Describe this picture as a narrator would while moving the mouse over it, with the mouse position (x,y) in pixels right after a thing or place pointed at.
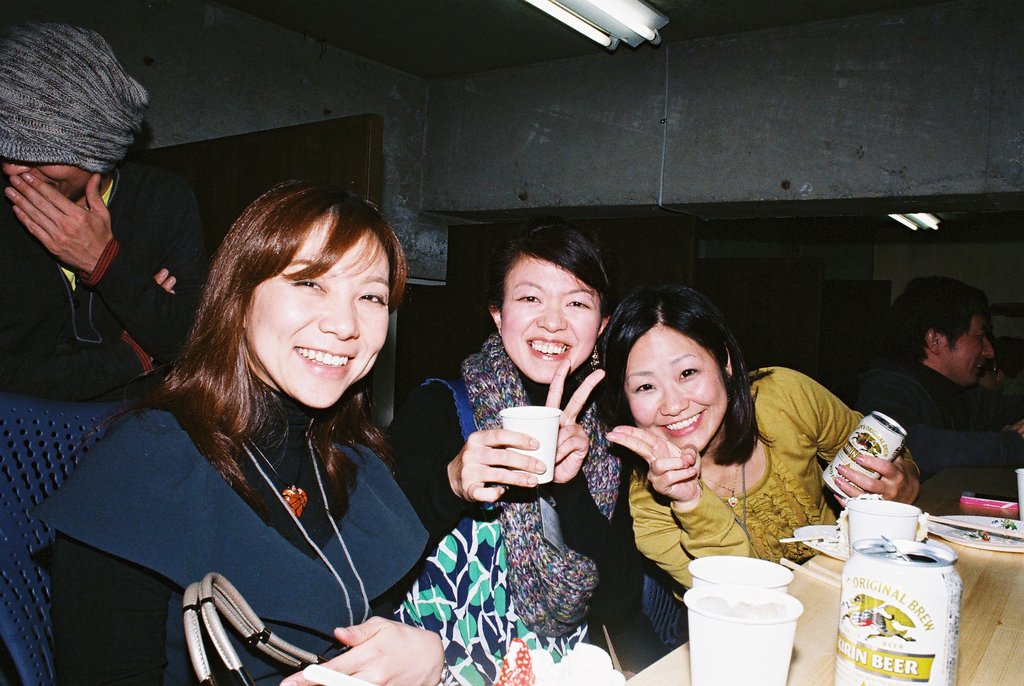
Here in this picture we can see a group of women (654,409) sitting on a place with a table (1020,566) in front of them having cups (733,624), tins (946,546) and plates (844,542) present and we can see all of them are smiling and behind them also we can see other people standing and sitting over there and on the roof (490,22) we can see lights (645,29) present.
